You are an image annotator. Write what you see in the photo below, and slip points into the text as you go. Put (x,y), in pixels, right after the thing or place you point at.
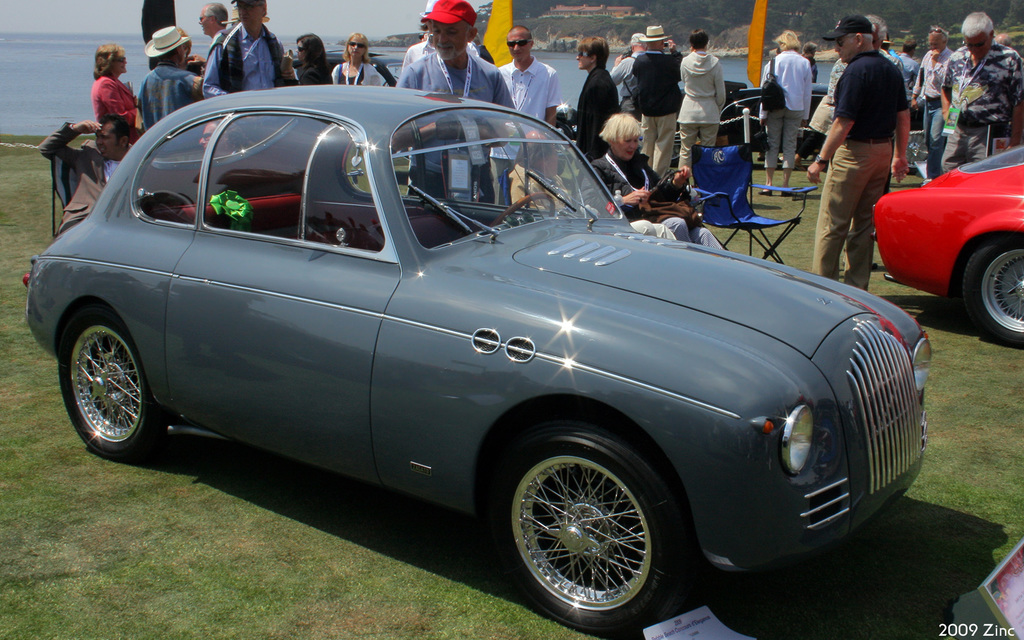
In the foreground of this image (513,431), there is a car (448,404) on the grass (356,531). In the background (216,66), there are persons (583,66) standing and few (89,184) are sitting. We can also see a red color car (974,253) on the right side (974,253). In the background (64,60), there is water (322,37), sky (365,17), a building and the trees (689,24).
